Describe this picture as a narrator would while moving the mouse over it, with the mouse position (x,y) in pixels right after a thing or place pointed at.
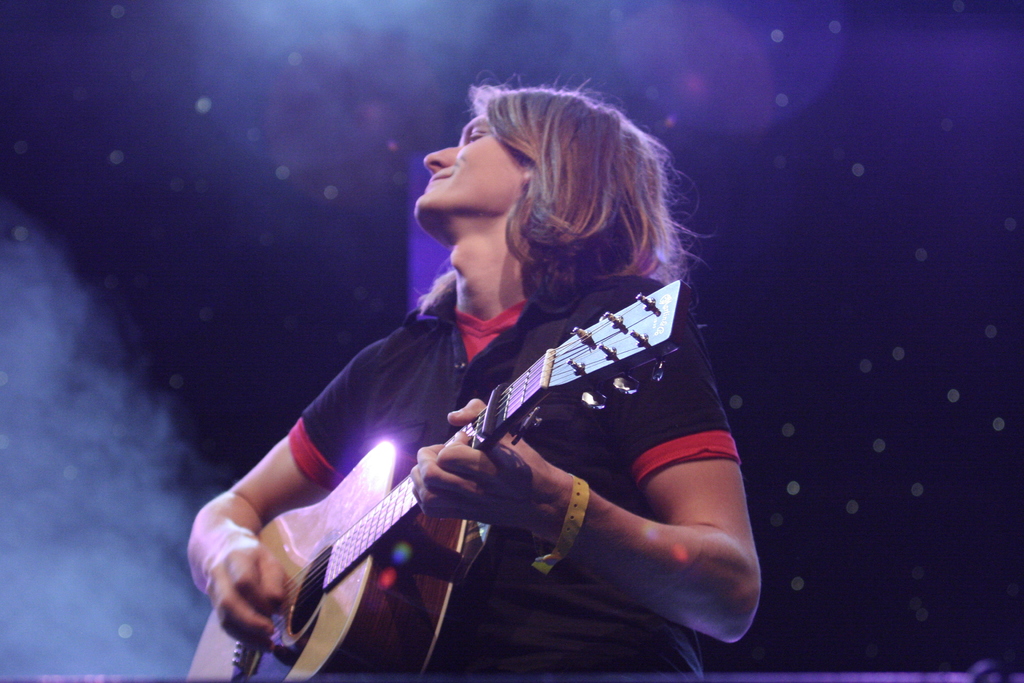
In the picture a person (498,488) is playing guitar (519,403).
